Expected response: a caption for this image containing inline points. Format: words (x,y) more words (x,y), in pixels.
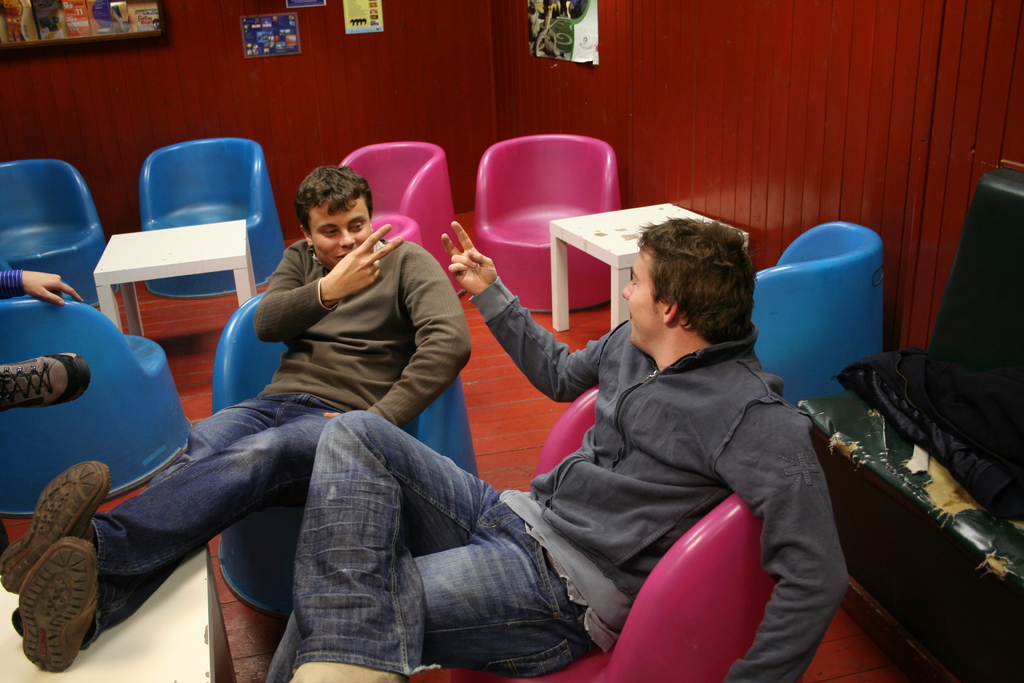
The two persons (359,309) are sitting on a chairs (422,413). There is a table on the right side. There is a jacket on a bench (806,402). We can see in the background (266,124) red color wall (307,57), frame (138,28) and posters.
